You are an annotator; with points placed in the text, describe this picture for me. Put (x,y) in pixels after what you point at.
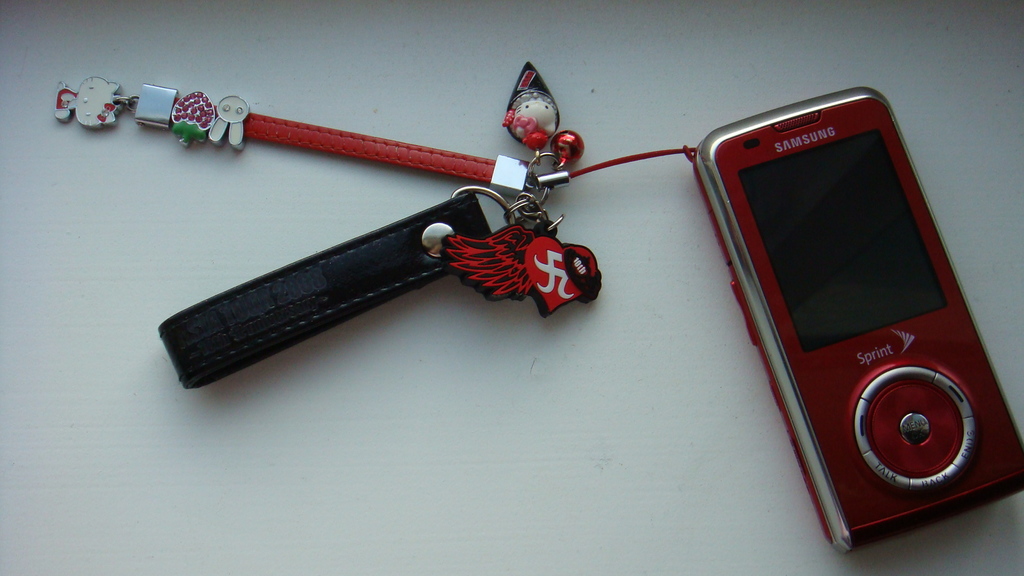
In this picture there is a mobile (763,206) and there are keychains (420,243) on a white surface (597,384).
